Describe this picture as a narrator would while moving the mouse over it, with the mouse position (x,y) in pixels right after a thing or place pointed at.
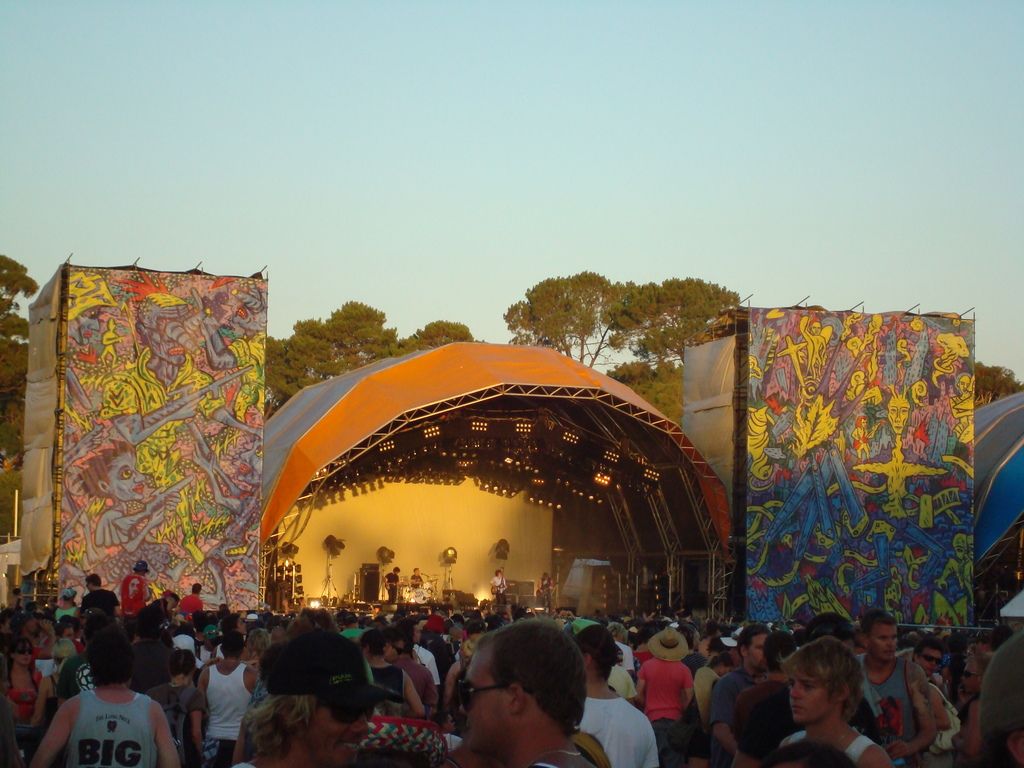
In this image we can see persons (388,590) standing on the dais (457,599) and holding musical instruments (417,592) in their hands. In the background (789,400) there are trees (468,328), pictures (844,550) on the clothes (844,550), persons (333,668) standing on the ground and sky (305,142).
